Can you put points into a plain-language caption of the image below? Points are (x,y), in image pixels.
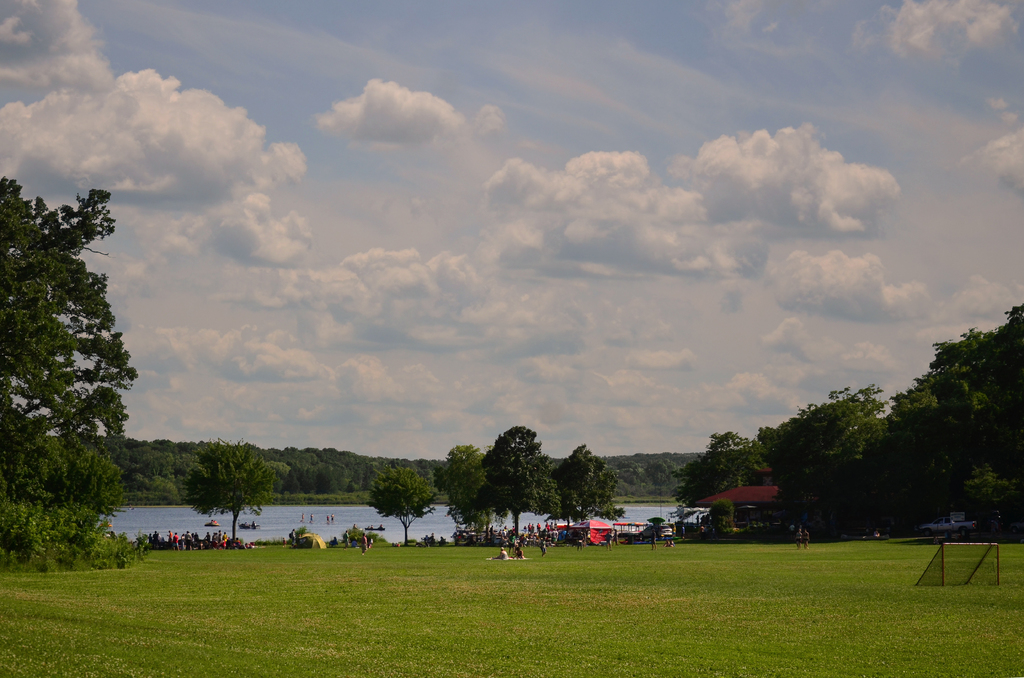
In this image I can see some grass (413,607), few trees (17,299), few persons (583,543), a car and few tents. In the background (450,519) I can see some water (346,511), few trees (313,490) and the sky (476,179).
